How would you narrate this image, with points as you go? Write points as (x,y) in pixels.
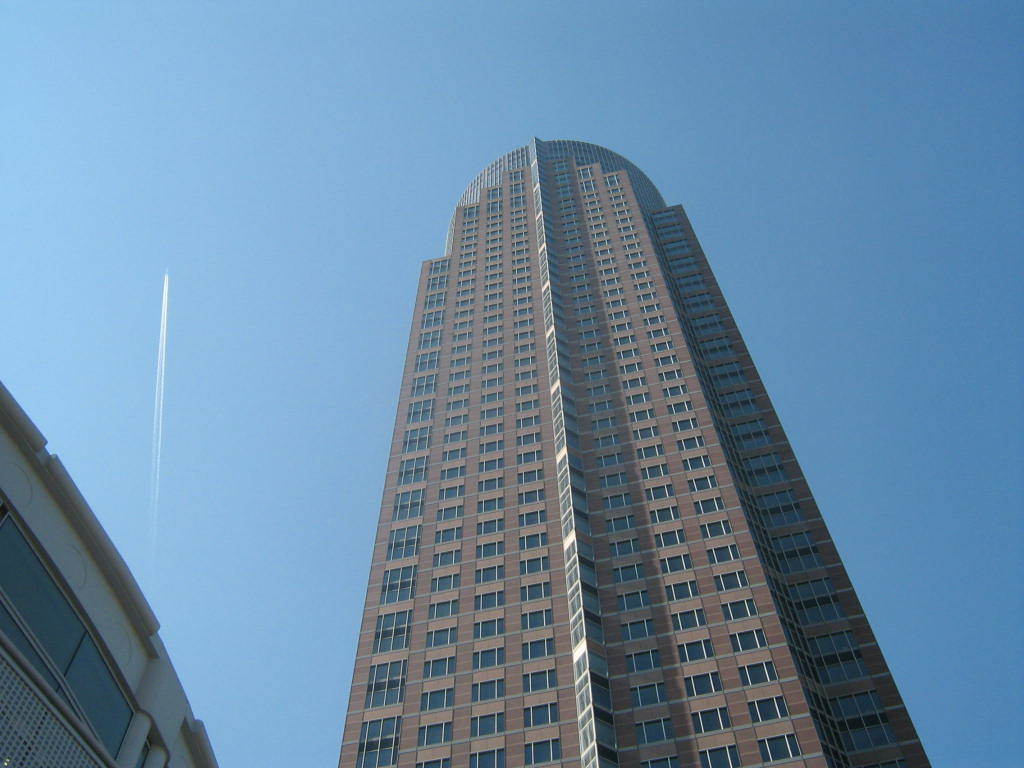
In a given image I can see a building (550,551) with windows (593,323), jet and in the background (810,43) I can see the sky (386,234).
